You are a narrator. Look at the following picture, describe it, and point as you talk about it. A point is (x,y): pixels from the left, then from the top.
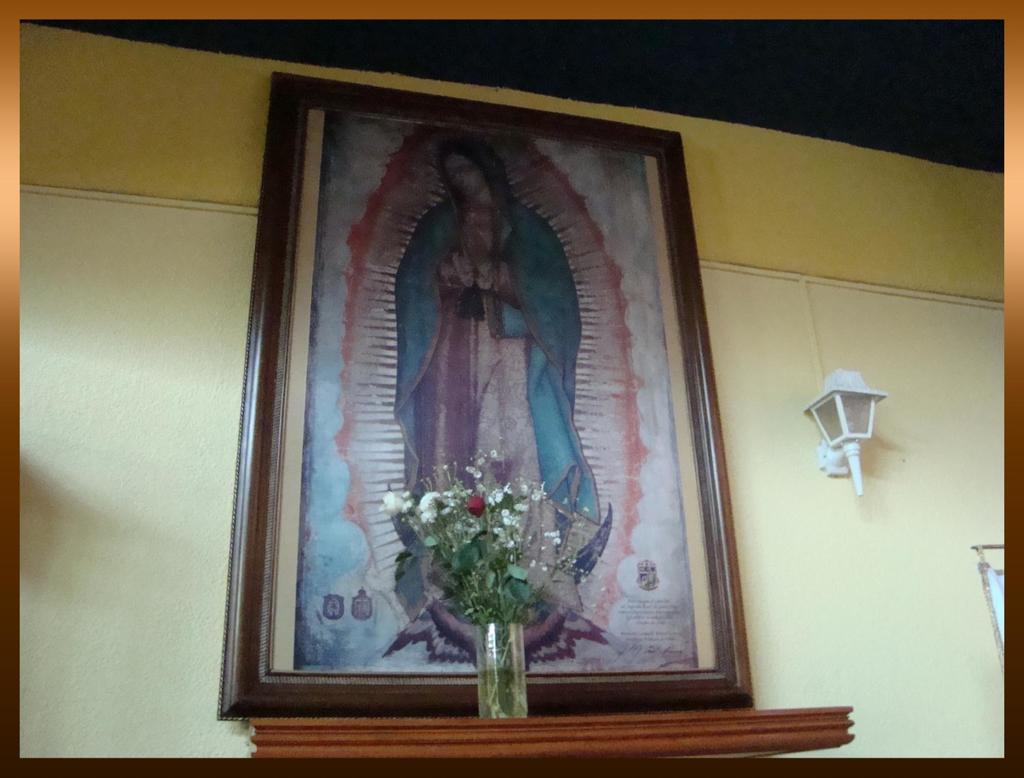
In this image there is a photo frame (358,316) on the wall (230,299), beside the photo frame (439,386) there is a lamp (847,429), in front of the photo frame (484,446) there are flowers (503,619) on the wooden platform (511,721).
